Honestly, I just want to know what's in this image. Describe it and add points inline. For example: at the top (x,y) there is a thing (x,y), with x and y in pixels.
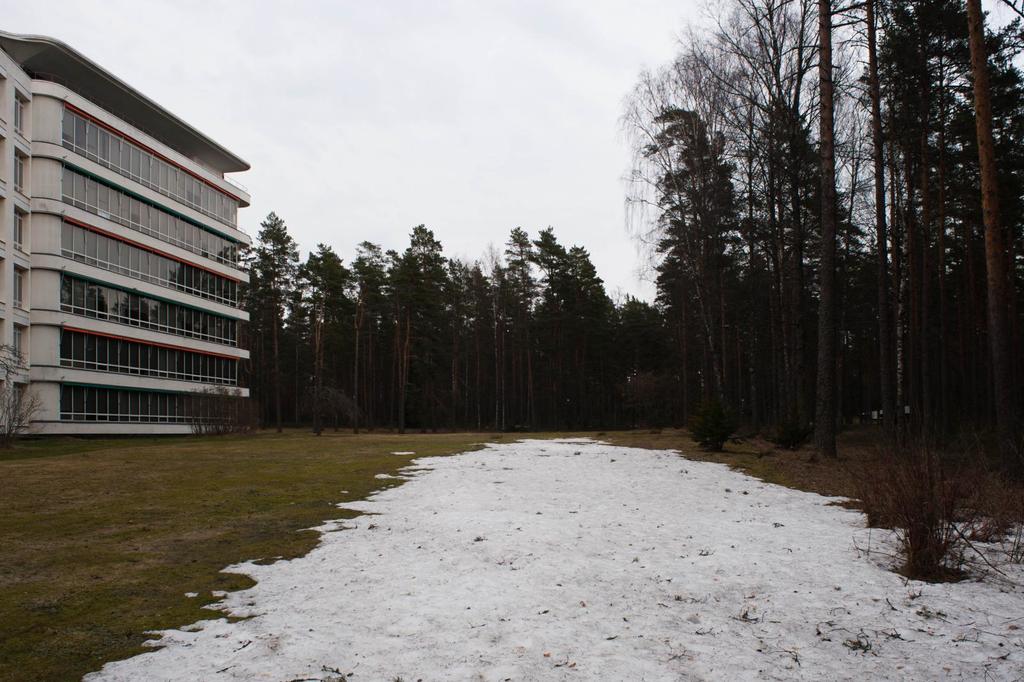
On the left side of the image (93,328) there is a building (120,291). On the right side of the image (800,331) there are trees (494,341). In the background (438,206) there is a sky (455,170).
